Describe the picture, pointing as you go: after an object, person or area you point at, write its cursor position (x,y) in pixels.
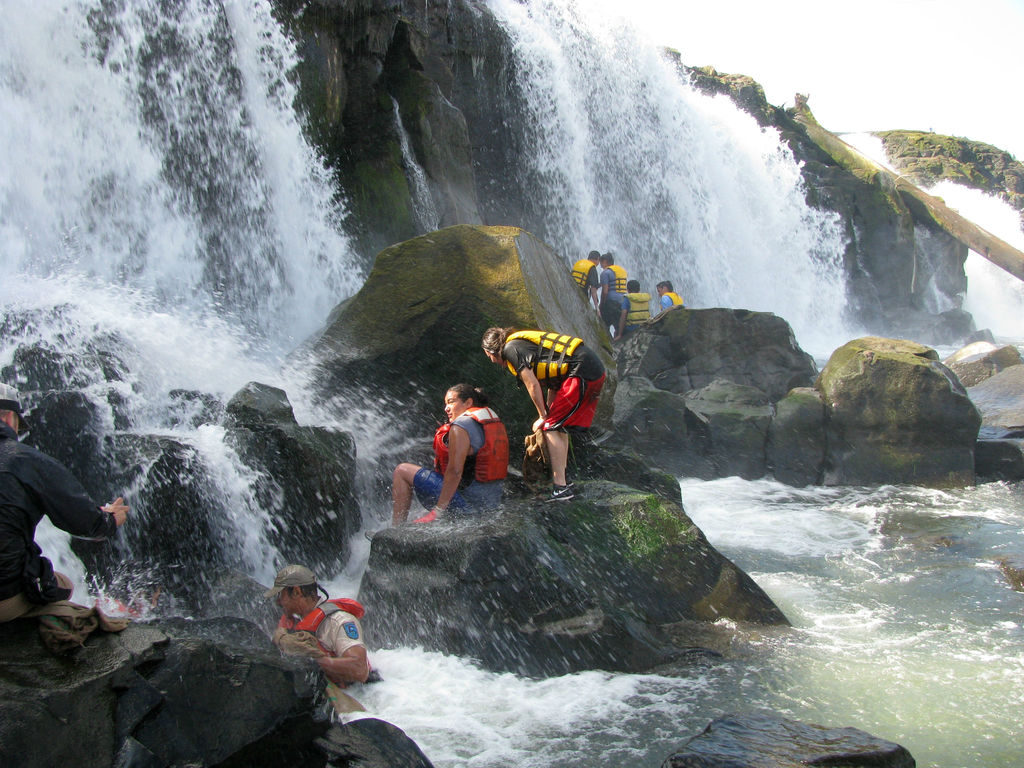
This is the waterfalls (242,331) with the water (802,288) flowing. These are the rocks (630,401). I can see few people (578,406) standing and few people (429,480) sitting. Here is another person (331,649) standing in the water (396,682).
